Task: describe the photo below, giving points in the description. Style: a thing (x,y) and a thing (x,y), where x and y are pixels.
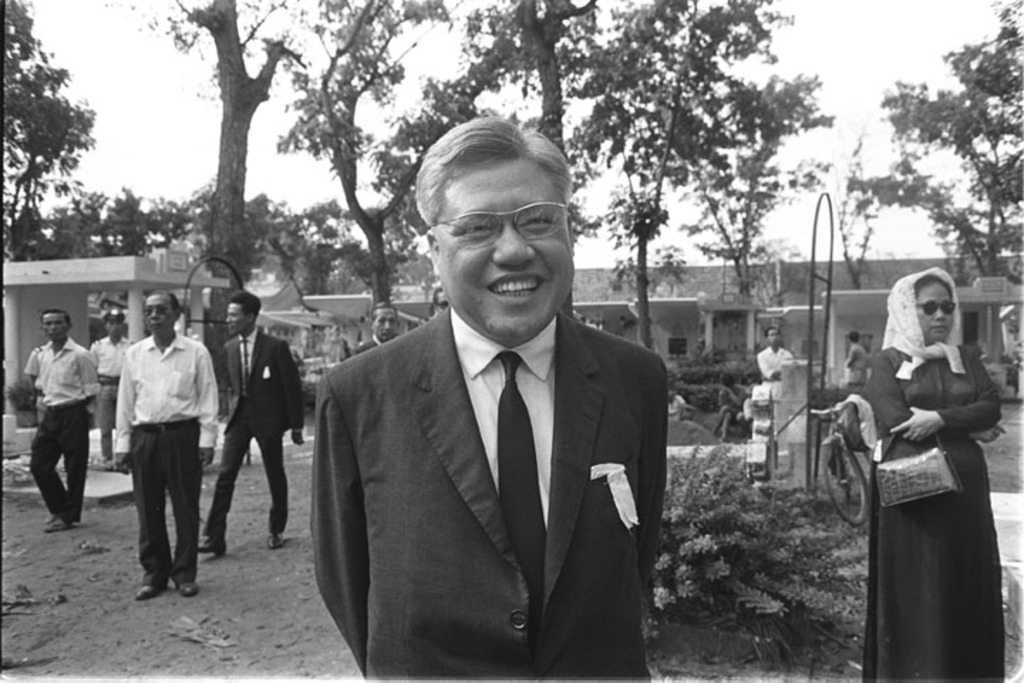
In this picture I can see few people (398,404) are on the ground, behind we can see some houses (398,309), trees (383,296), plants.
